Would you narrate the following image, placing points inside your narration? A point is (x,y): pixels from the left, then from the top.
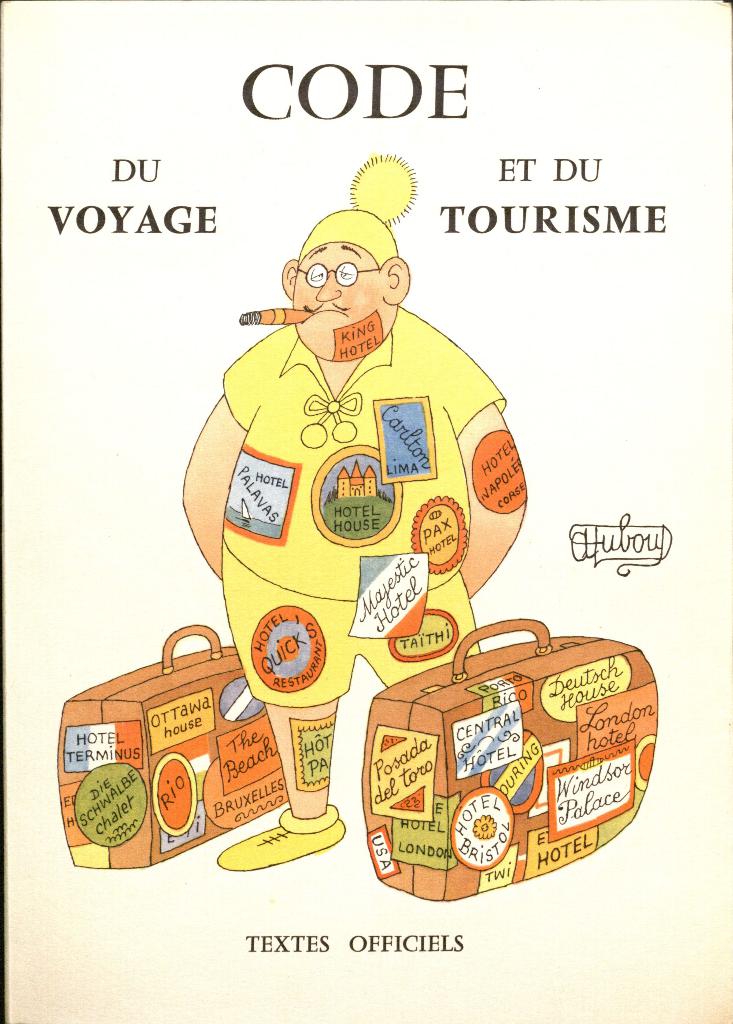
In the center of the image (420,568) we can see one poster (634,682). On the poster (614,675), we can see one person (478,568) standing and he is smoking and we can see two bags (394,726). And we can see some notes (239,694) on the person (313,539) and on the bags (484,667). And we can see some text (518,719) on the poster (403,639).
